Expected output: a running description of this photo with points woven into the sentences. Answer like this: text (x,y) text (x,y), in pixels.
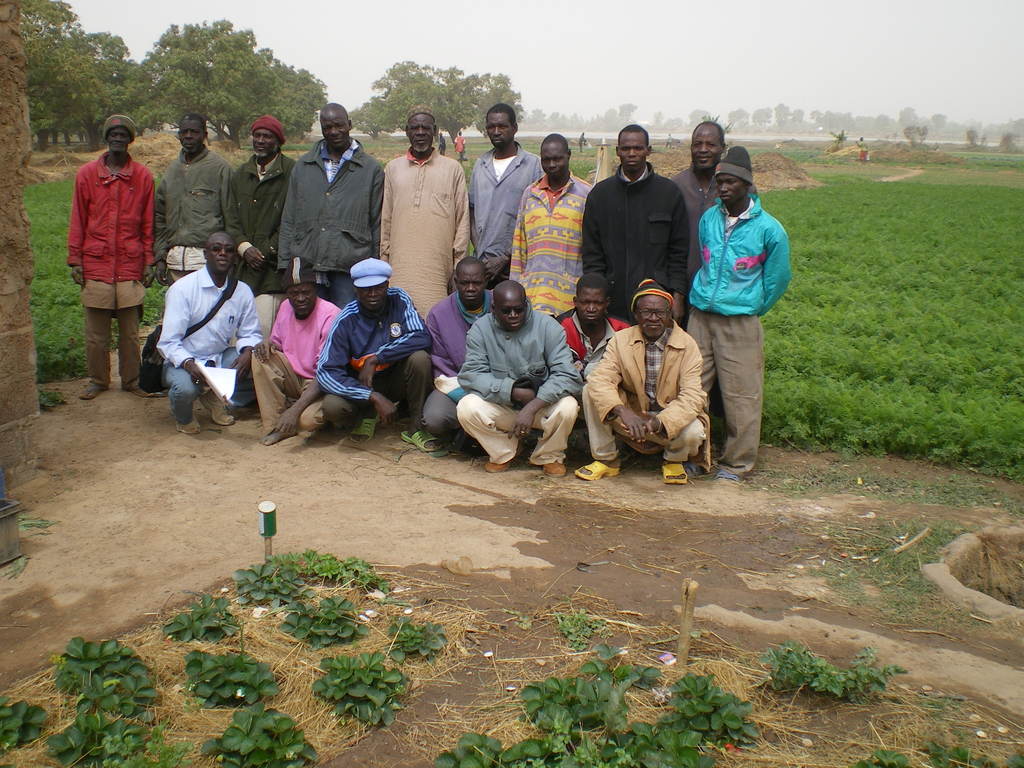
In the image in the center (586,263) we can see few people (495,156) were sitting and standing. And we can see few people (375,275) were wearing hat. In the bottom of the image (396,616) we can see wall (2,361), black color object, poles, can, dry grass (342,595) and plants (702,691). In the background (645,23) we can see sky (671,23), clouds (557,34), trees (164,75), plants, grass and few peoples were standing.
